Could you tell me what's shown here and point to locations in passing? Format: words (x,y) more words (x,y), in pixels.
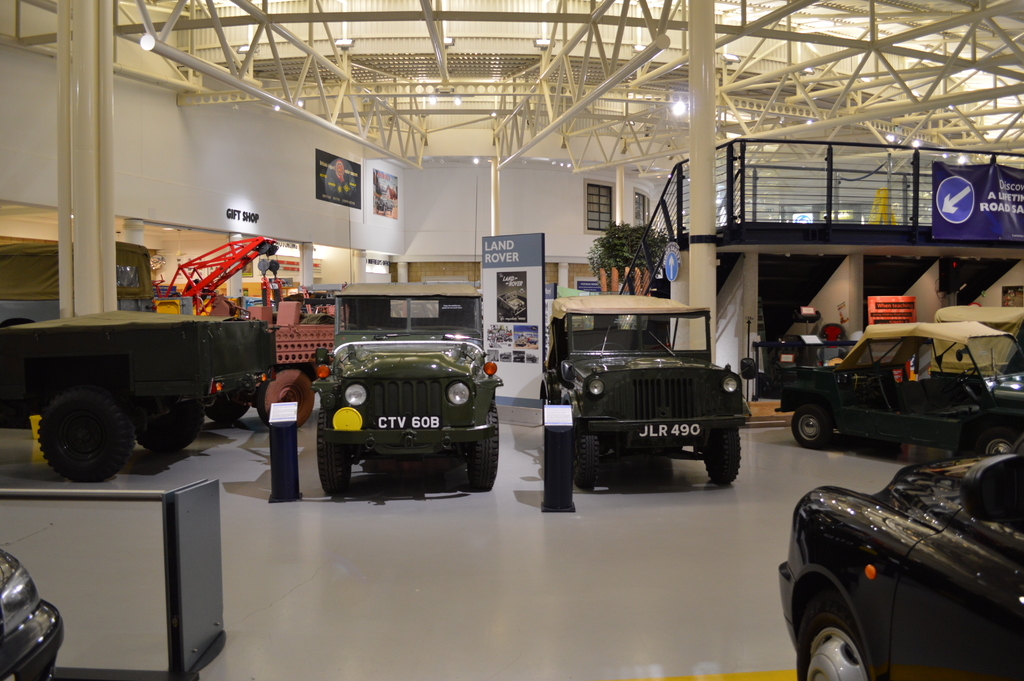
This picture is an inside view of a store (656,45). In this picture we can see the vehicles (1010,652), plants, boards (540,242), wall (467,218), banner (482,271), railing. In the background of the image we can see the floor (874,466). At the top of the image (433,129) we can see the roof (527,53), lights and rods (876,17).
